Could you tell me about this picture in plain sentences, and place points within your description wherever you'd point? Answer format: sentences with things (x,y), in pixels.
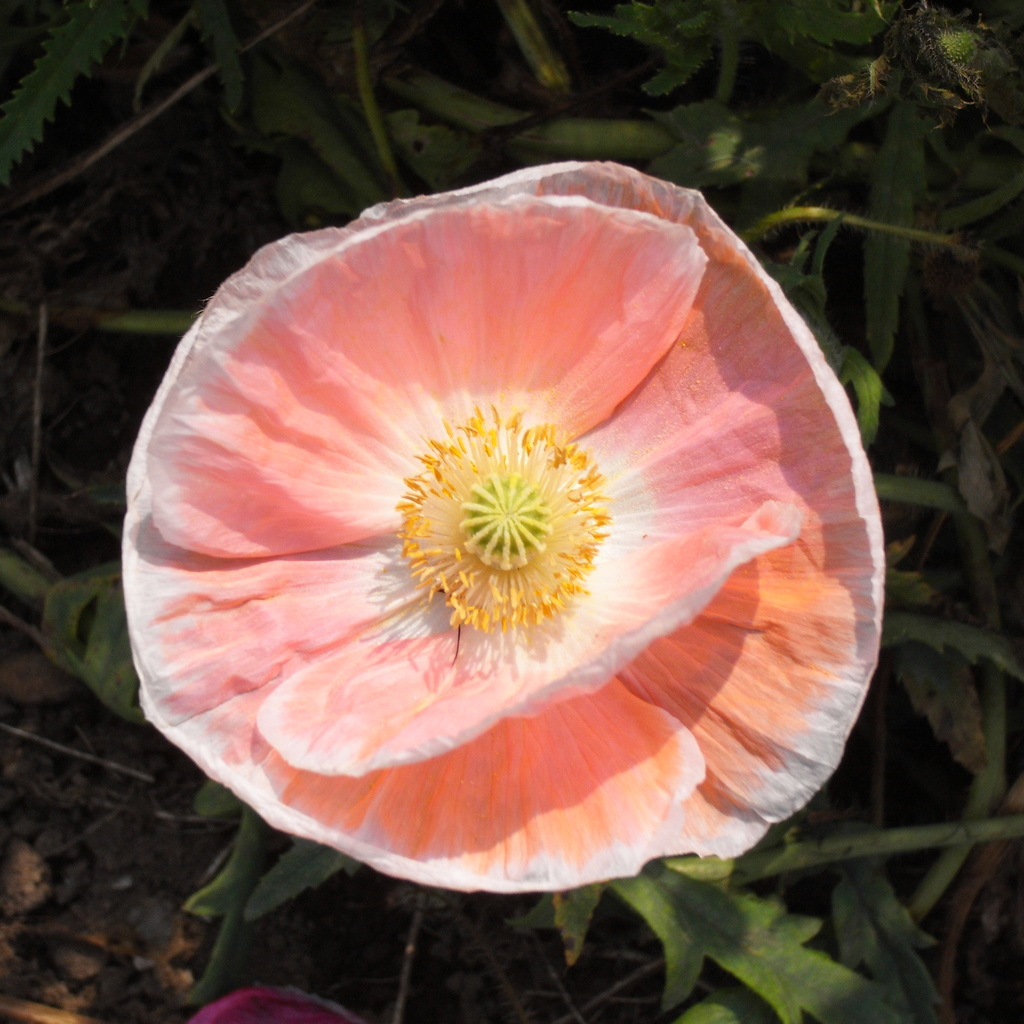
In this picture we can see a pink flower (273,334). There are few plants (959,97) in the background (225,13).
